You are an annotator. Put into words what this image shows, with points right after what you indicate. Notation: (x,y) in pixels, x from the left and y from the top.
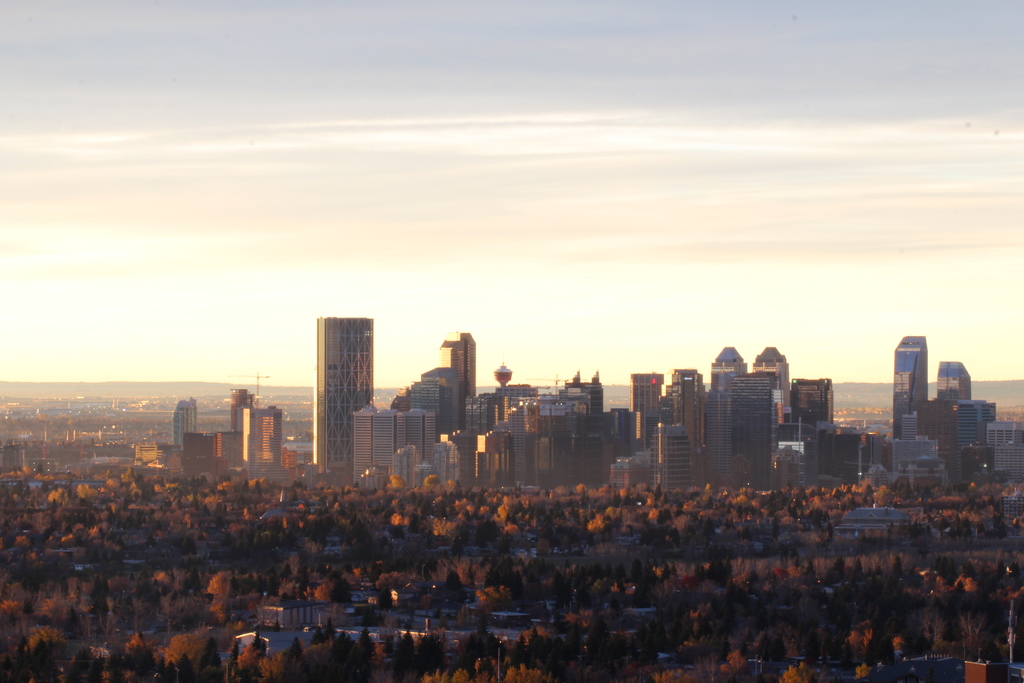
In this picture we can observe buildings (595,425). There are trees (365,511). In the background (443,216) there is a sky (318,176).
